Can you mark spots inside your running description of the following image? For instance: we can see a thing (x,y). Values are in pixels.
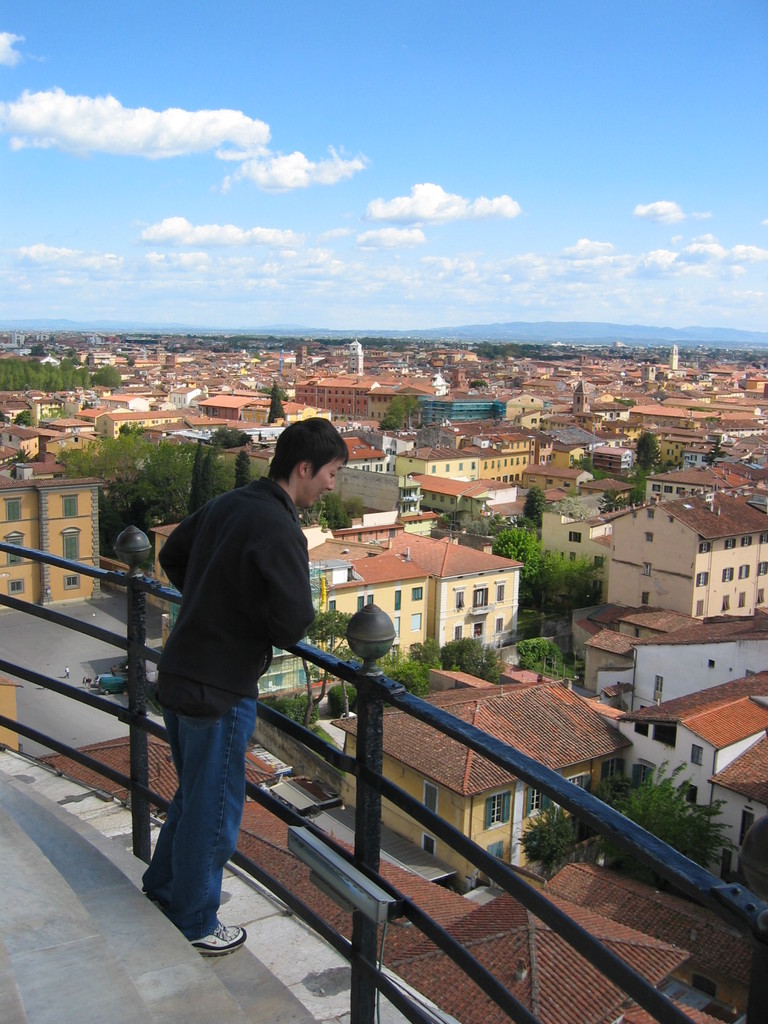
In this picture we can see steps (251,993) and a person (214,954), here we can see a fence (356,1009), buildings (585,980), trees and some objects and in the background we can see mountains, sky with clouds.
